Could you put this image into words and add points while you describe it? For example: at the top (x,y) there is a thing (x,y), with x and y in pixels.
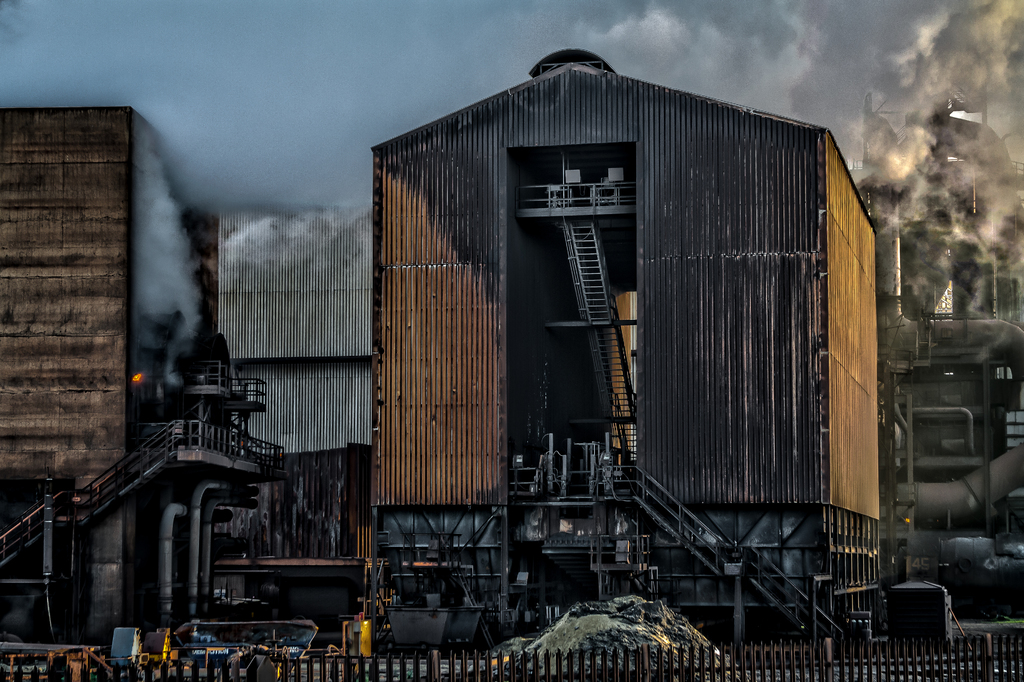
In this picture I can observe an industry (689,340). On the right side (894,258) I can observe large pipe lines (970,340). There is a railing (392,660) on the bottom of the picture (290,660). I can observe some smoke (187,271) in this picture.
